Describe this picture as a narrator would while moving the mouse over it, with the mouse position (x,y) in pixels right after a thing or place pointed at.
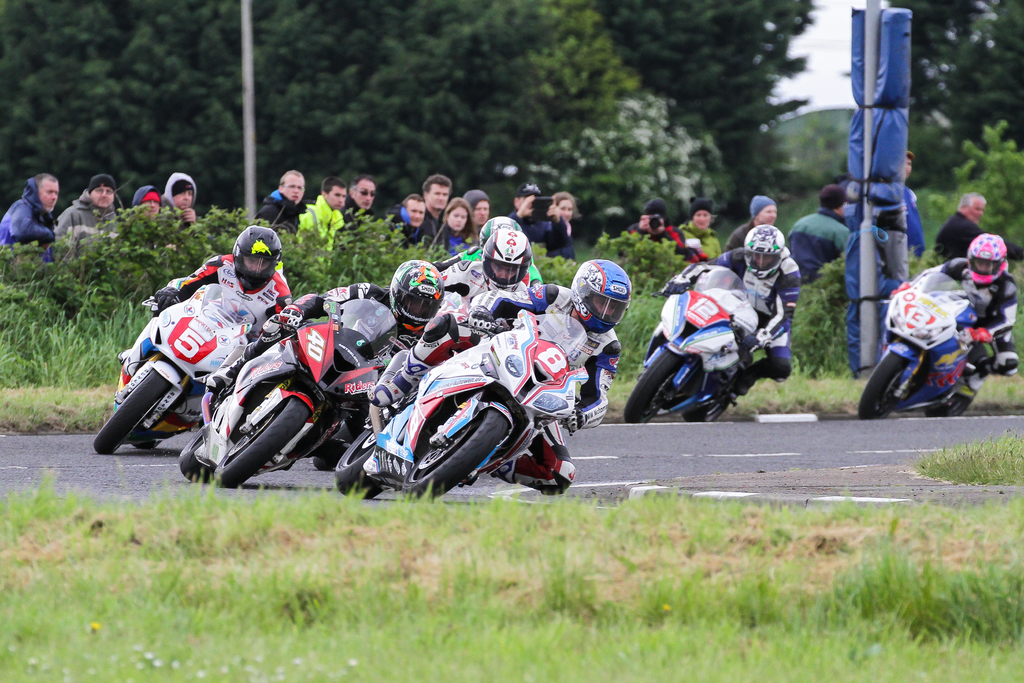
There are many riders (486,289) wearing helmet (589,314), gloves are on motorcycles (270,362) and riding on a road (764,463). On the sides of the road (1007,430) there are grasses (998,463). In the background (44,202) there are many people (357,204). Also there are plants (250,220) and trees (353,54) in the background (394,46). On the right side (864,103) there is a pole (870,79) and something is tied with the pole (870,170).
